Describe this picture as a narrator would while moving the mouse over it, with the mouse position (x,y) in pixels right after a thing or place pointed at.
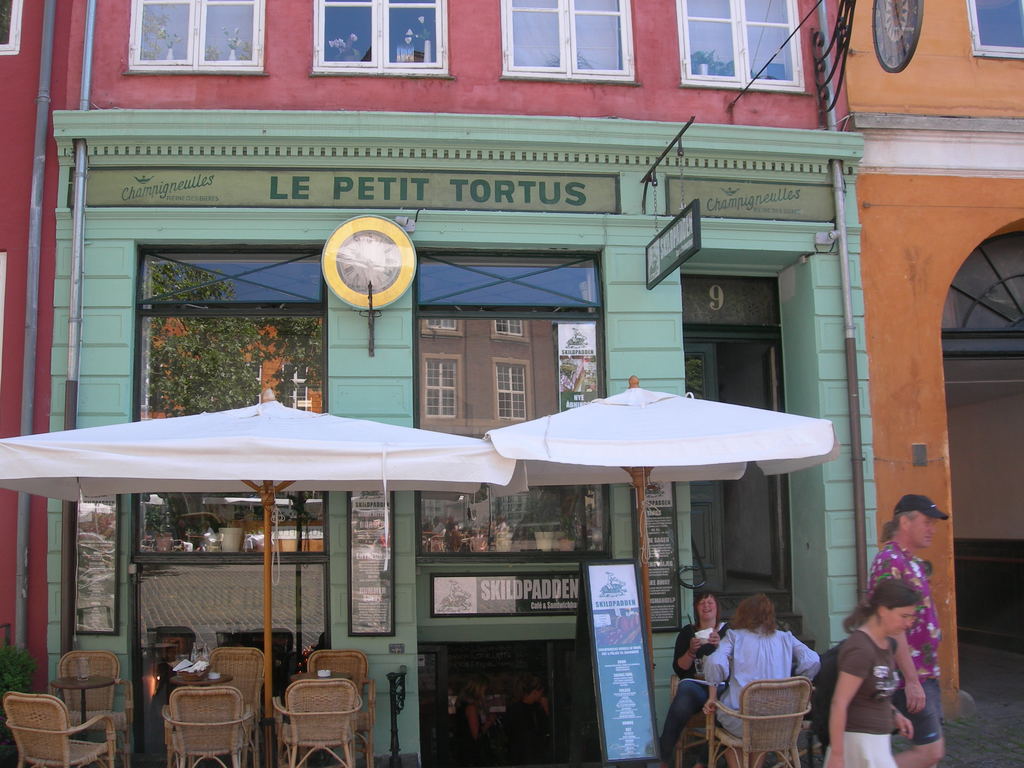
In this image there are buildings (806,148). There are glass windows (500,357) to the walls (620,329) of the buildings (599,60). There is text (463,190) on the wall (537,171). There are boards (760,207) and a clock (343,266) on the wall (343,311) of the building (343,311). In front of the buildings (300,532) there are table umbrellas (520,457). Below the table umbrellas (263,476) there are people (742,661) sitting on the chairs (101,692) near the tables (201,678). To the right (890,643) there are two people (885,632) walking. In the bottom left (10,663) there is a plant (19,669).
